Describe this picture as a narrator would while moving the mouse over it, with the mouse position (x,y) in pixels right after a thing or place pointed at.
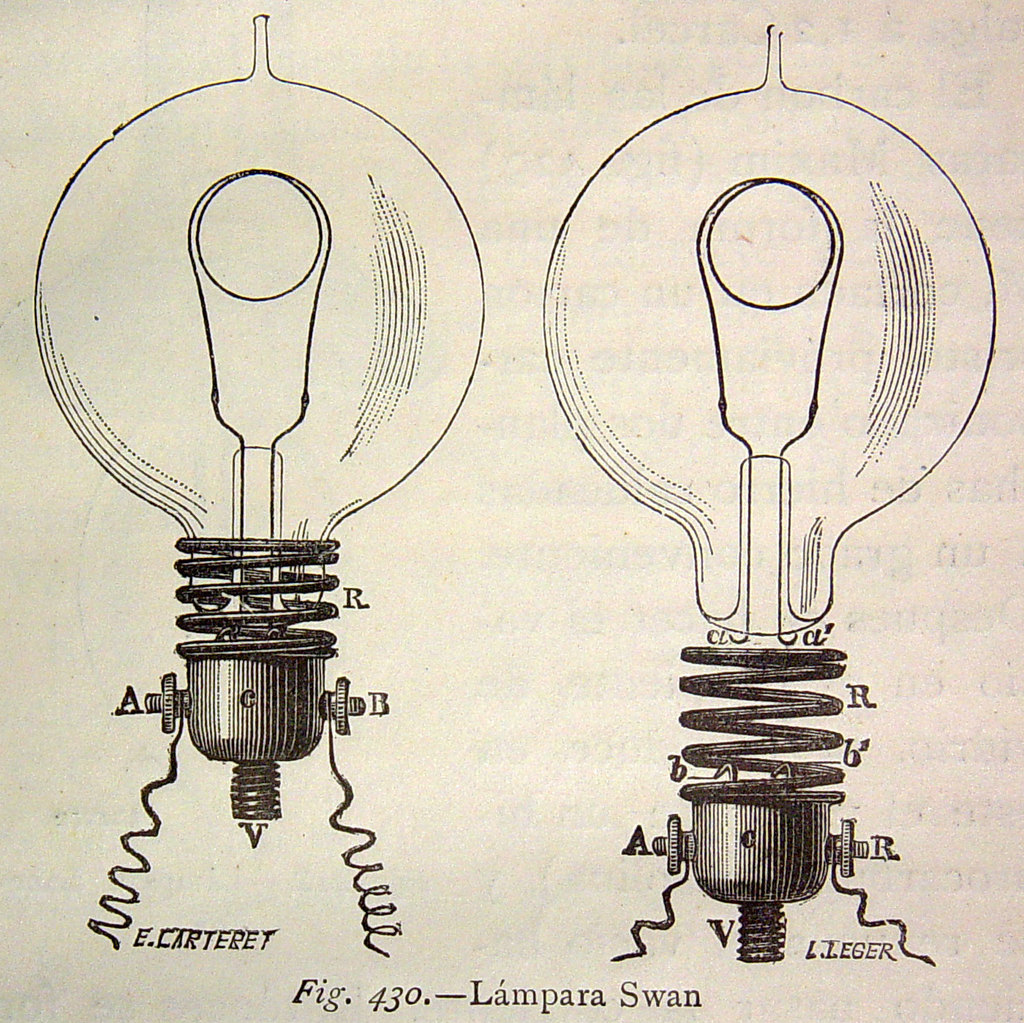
This picture might be a painting on the paper (671,624). In this image, we can see two bulbs (730,776), we can also see some text (894,953) written on the paper (903,1008).
